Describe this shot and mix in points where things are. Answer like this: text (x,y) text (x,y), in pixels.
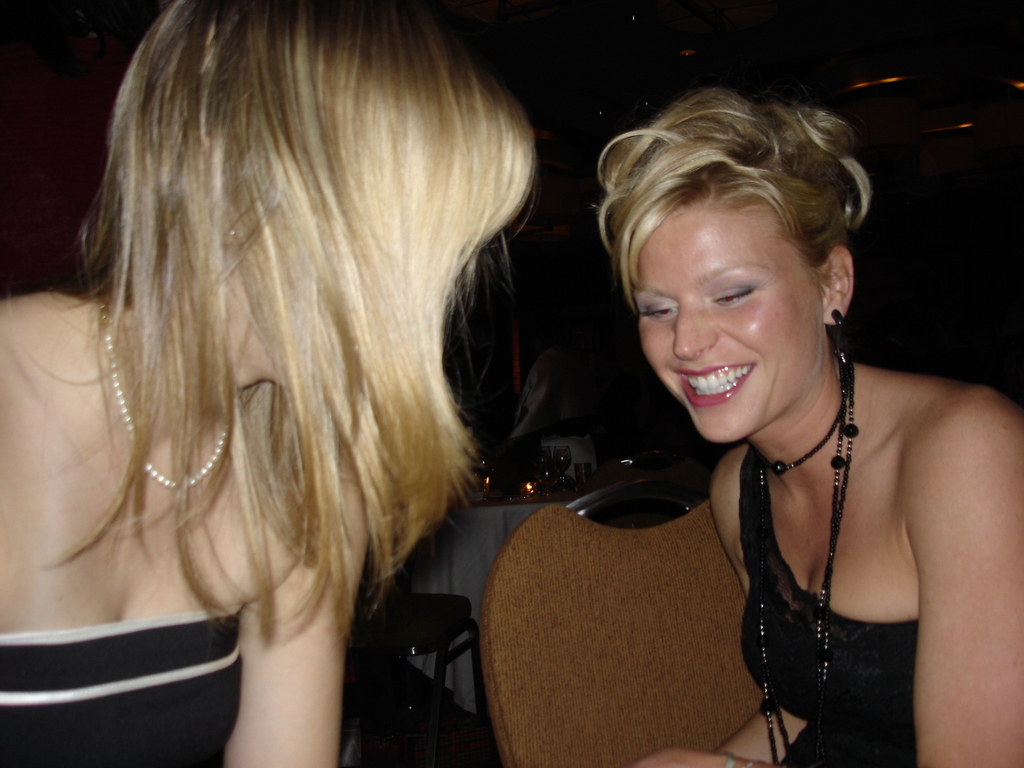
In this image I can see two women (806,350), woman (290,751) on the left hand side (302,756) is facing towards the back (472,281). I can see some chairs (472,621) and the background (557,282) is dark.
